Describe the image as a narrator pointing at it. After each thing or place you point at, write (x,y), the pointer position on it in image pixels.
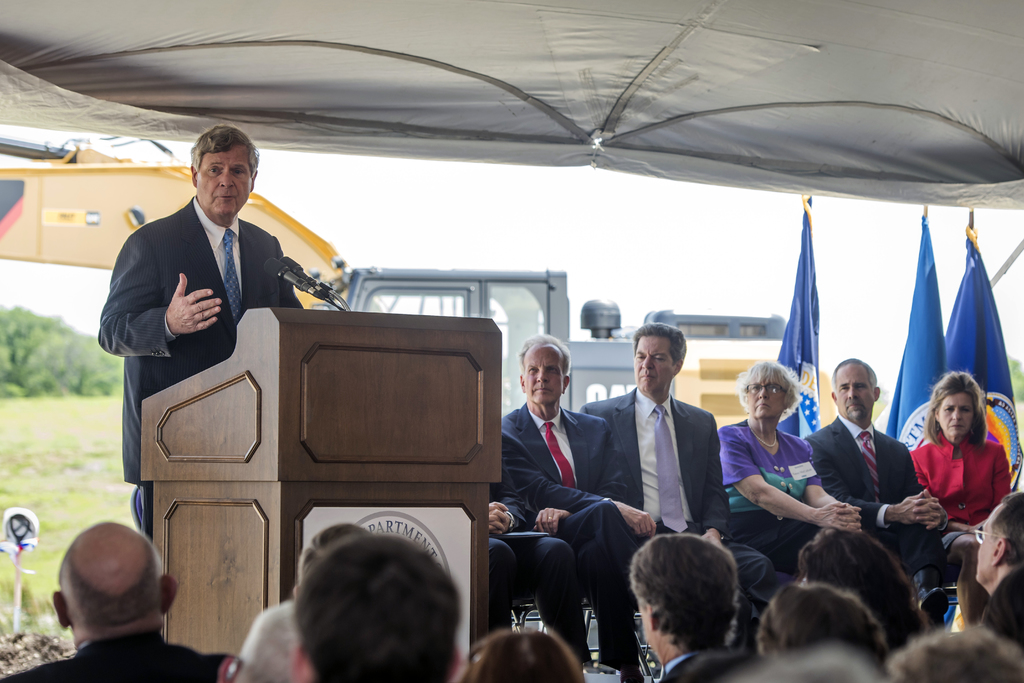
There is a man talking on the mike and this is a podium (388,516). Here we can see group of people (753,527) sitting on the chairs (541,628). In the background (540,230) we can see flags (922,305), trees (63,339), and sky (605,249).
